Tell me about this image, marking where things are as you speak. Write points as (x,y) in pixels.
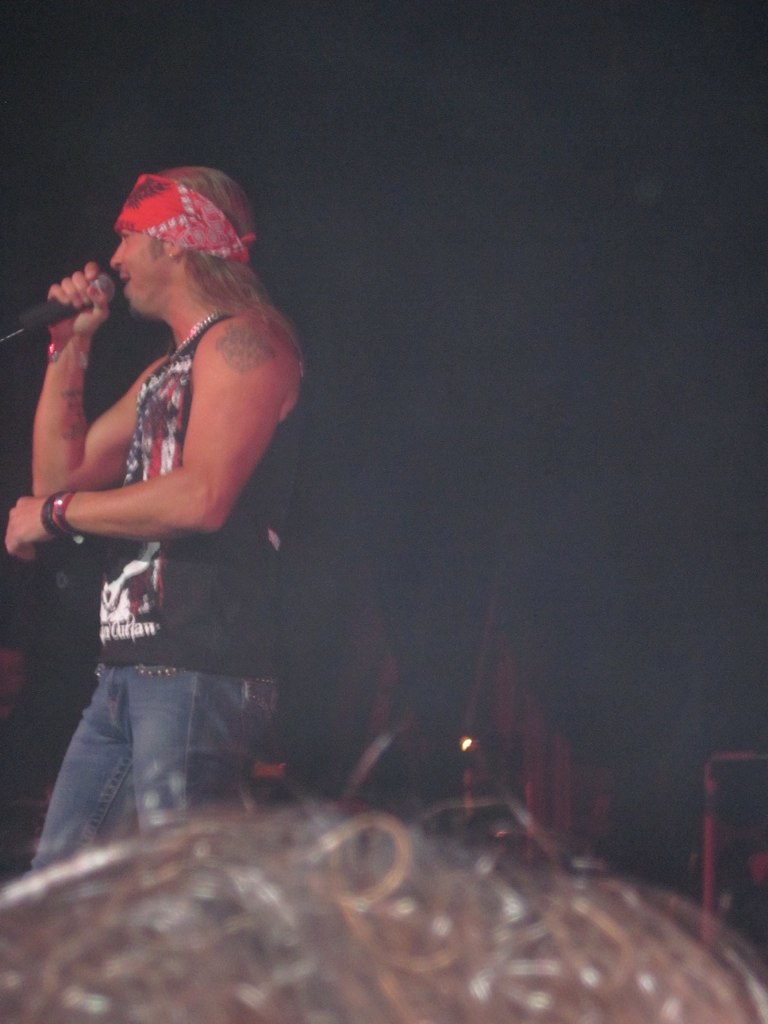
In this image a person (172,383) holding a mike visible on the left (231,215), background (275,38) is dark.
